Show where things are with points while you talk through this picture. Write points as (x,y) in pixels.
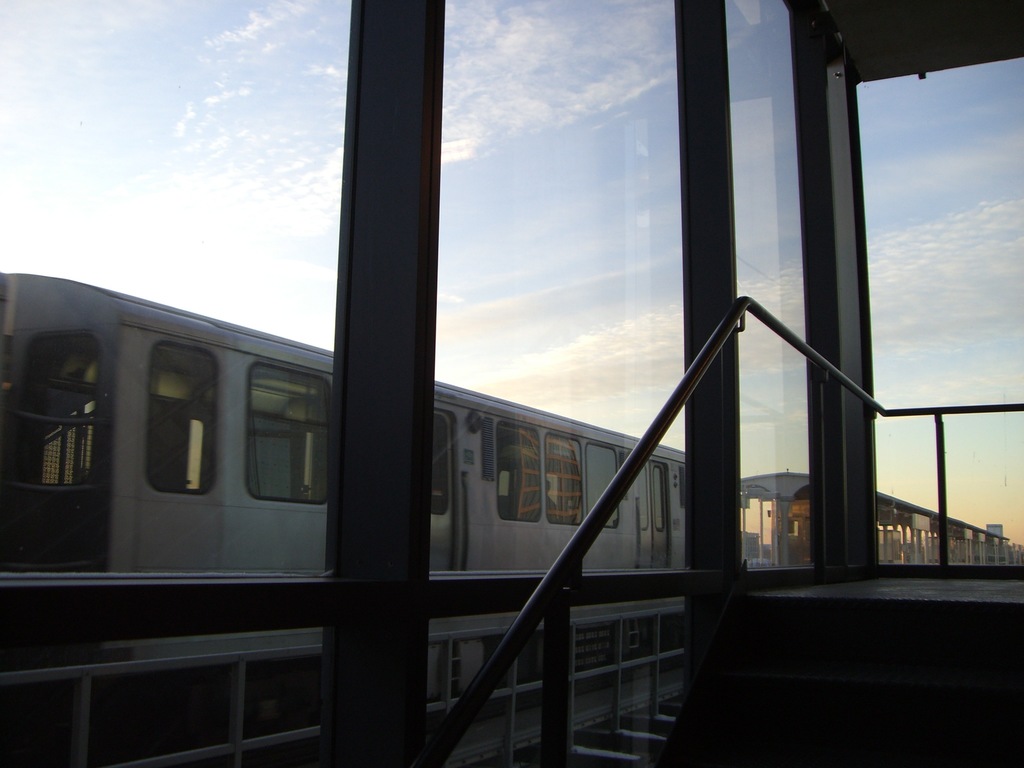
This is a picture from inside. I guess the picture has been taken from a stairwell (724,456). At the top of the picture (298,89) we can see clear sky (524,134) with clouds (668,286). This is a train (501,495).
